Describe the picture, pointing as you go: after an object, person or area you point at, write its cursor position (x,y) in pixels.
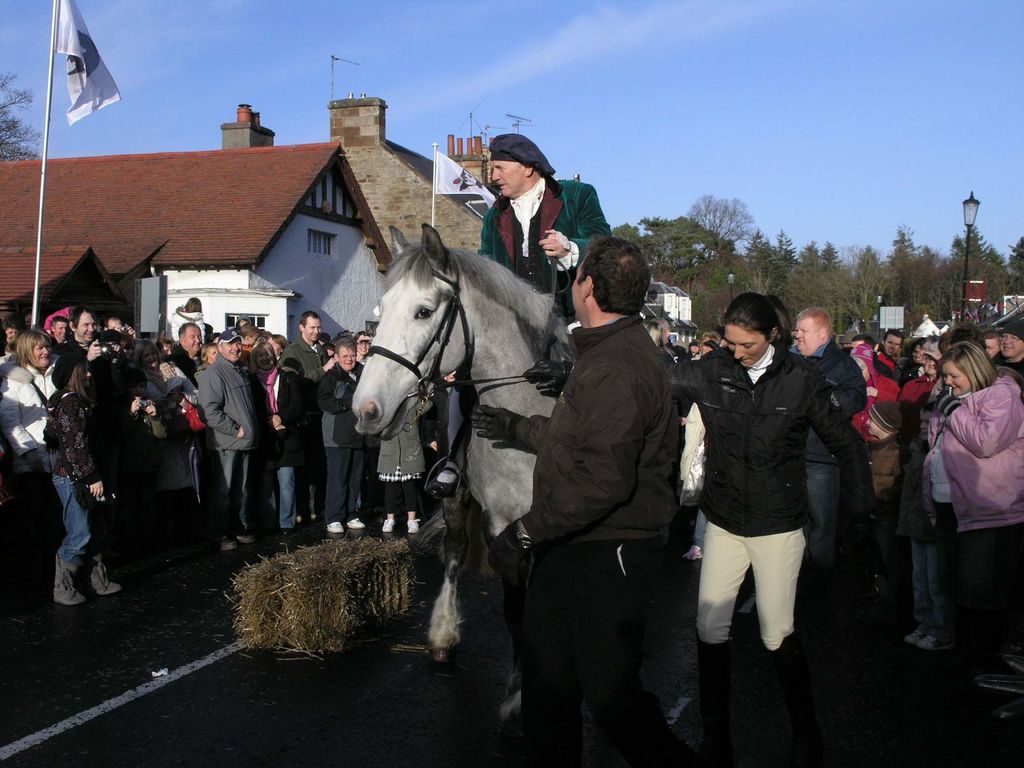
In the image there are group of people (612,440). In middle (575,257) there is a man (541,273) sitting on horse (552,300) and riding it, on right side (934,276) there are trees (896,265) with green leaves (724,244) and street light (974,212). On left side (213,200) there are some buildings (230,206) and a flag (95,73) and there is a sky (548,47) on top (561,47) at bottom (232,659) there is a road (235,732) which is in black road (237,712).
